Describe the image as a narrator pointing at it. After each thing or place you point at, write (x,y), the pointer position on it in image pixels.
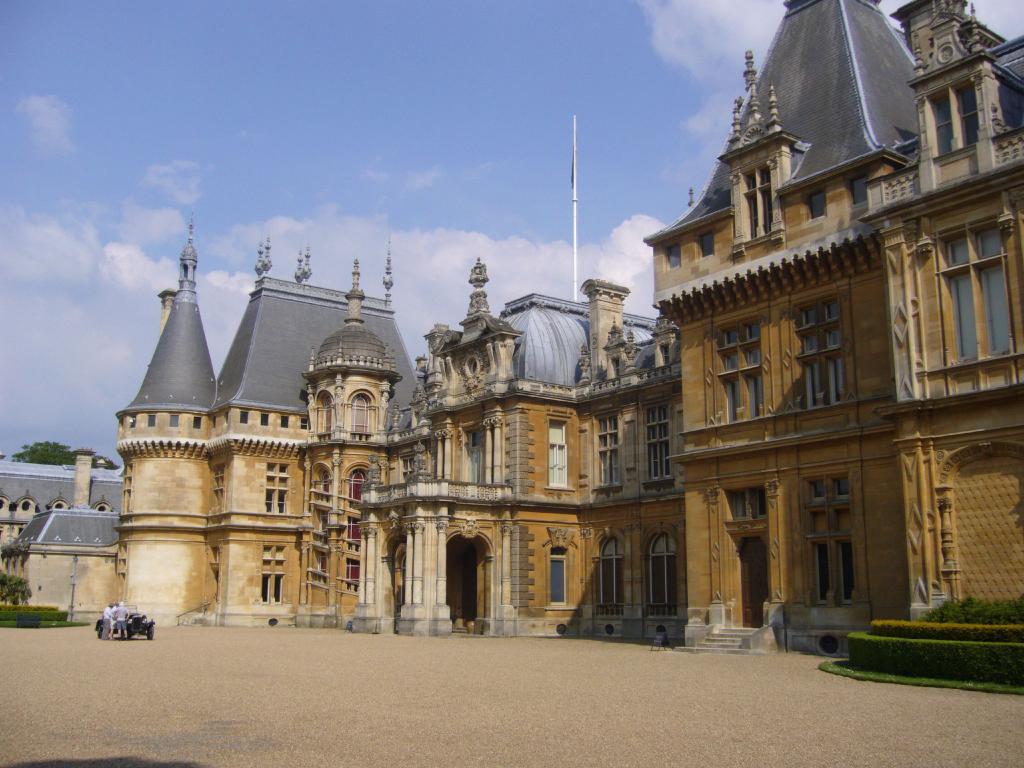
In this picture there are buildings (630,447) and trees (6,593) and there are two persons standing at the vehicle (106,634). At the top (56,234) there is sky (347,115) and there are clouds (273,239) and there is a flag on the top of the building (585,339). At the bottom (609,663) there is ground (604,743) and there are plants (957,637).
